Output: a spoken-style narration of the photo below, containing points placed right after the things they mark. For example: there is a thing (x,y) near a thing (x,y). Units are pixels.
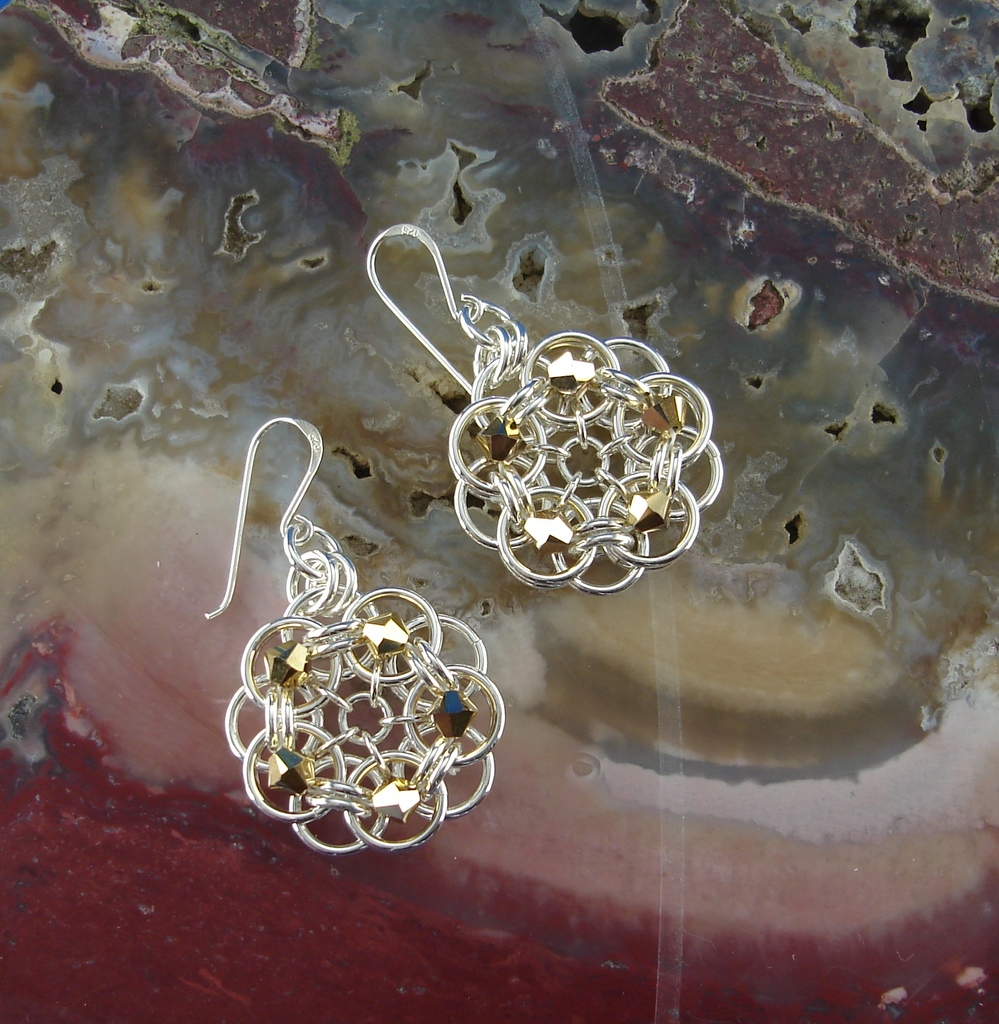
This picture is highlighted with a pair of earrings (613,503). This a hook (310,440).
